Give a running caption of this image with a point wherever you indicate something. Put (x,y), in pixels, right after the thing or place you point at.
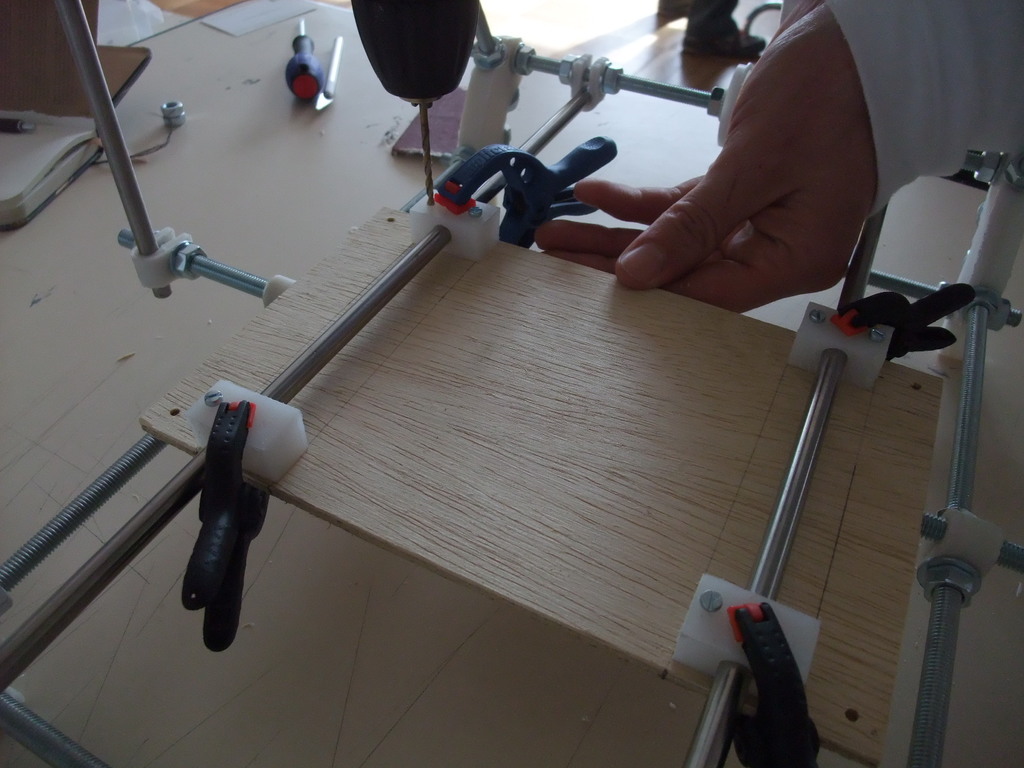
In this image we can see a wooden object (406,455) with clips (216,440). There are steel rods (105,110). And there is a surface (252,262). On that there is a book (58,153) with pen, tools (299,85) and some other objects (417,157). Also we can see hand (673,198) of a person (671,277) holding wooden object (574,336).
